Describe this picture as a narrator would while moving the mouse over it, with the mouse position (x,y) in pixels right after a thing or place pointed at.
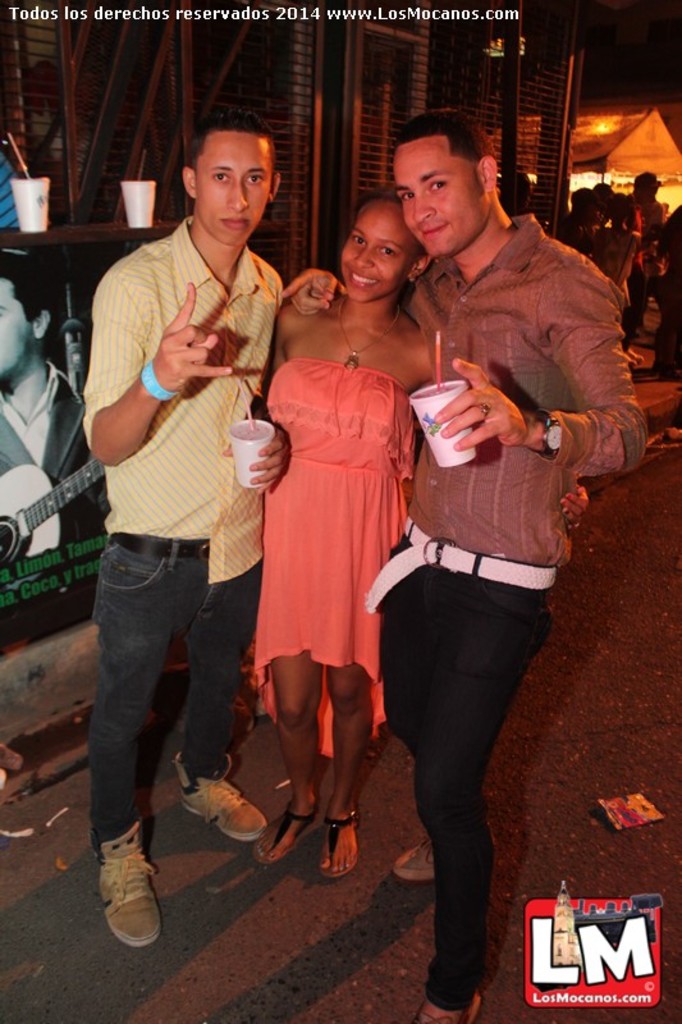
In the foreground of this image (327,730), there are two men (483,820) and a woman (337,649) standing and posing to the camera. Those two men (202,435) are holding cups (245,455) in their hand (501,410). In the background (36,183), there are two cups (143,195), a building (365,125), poster (14,395), persons (588,222) standing, a tent (619,153) and the dark sky (636,66).
